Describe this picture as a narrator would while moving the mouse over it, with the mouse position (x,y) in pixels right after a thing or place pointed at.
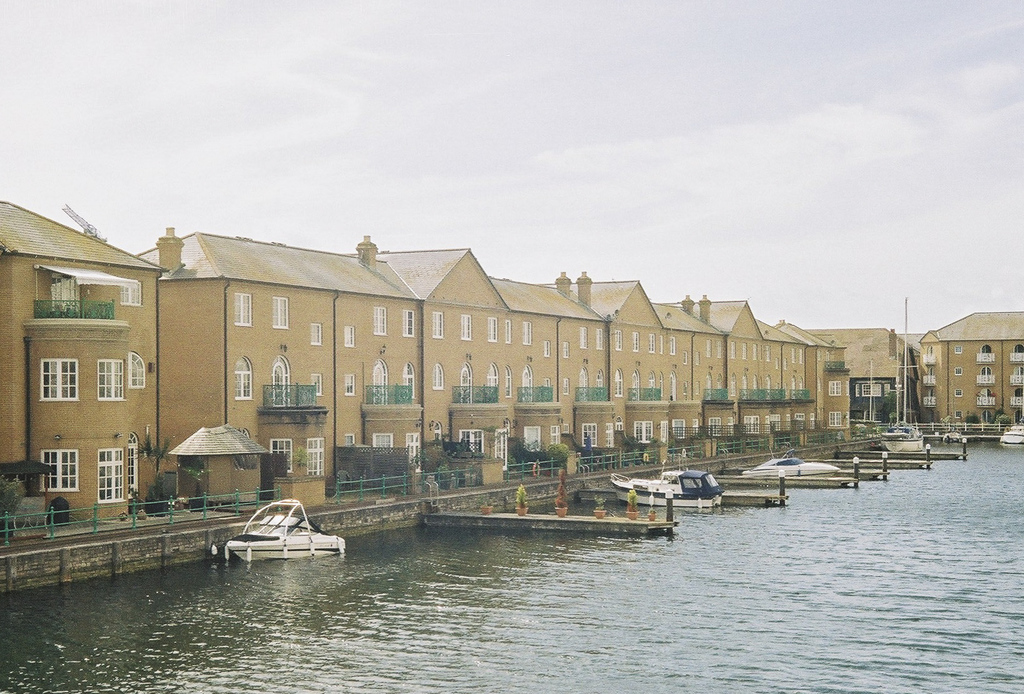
There is water (756,607). Also there are boats (328,535) on the water (841,558). There are buildings (188,368) with windows (54,375), balcony (267,408). Near to the buildings (126,476) there is railing (101,506). Also there are pots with plants (562,488). In the background (600,156) there is sky (631,150).
